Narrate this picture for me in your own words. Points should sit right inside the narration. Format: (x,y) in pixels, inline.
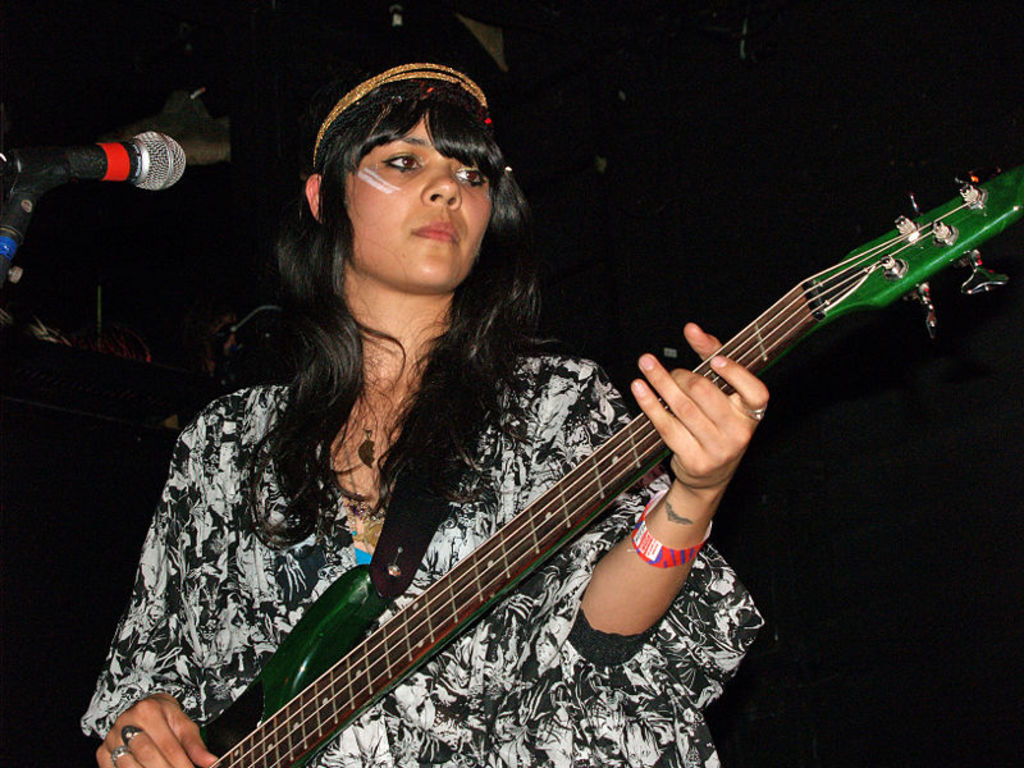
In this image we can see a person (428,465) standing and holding a guitar (333,686), there is a mic (136,163) in front of the person (462,390) and a dark background (929,610).
